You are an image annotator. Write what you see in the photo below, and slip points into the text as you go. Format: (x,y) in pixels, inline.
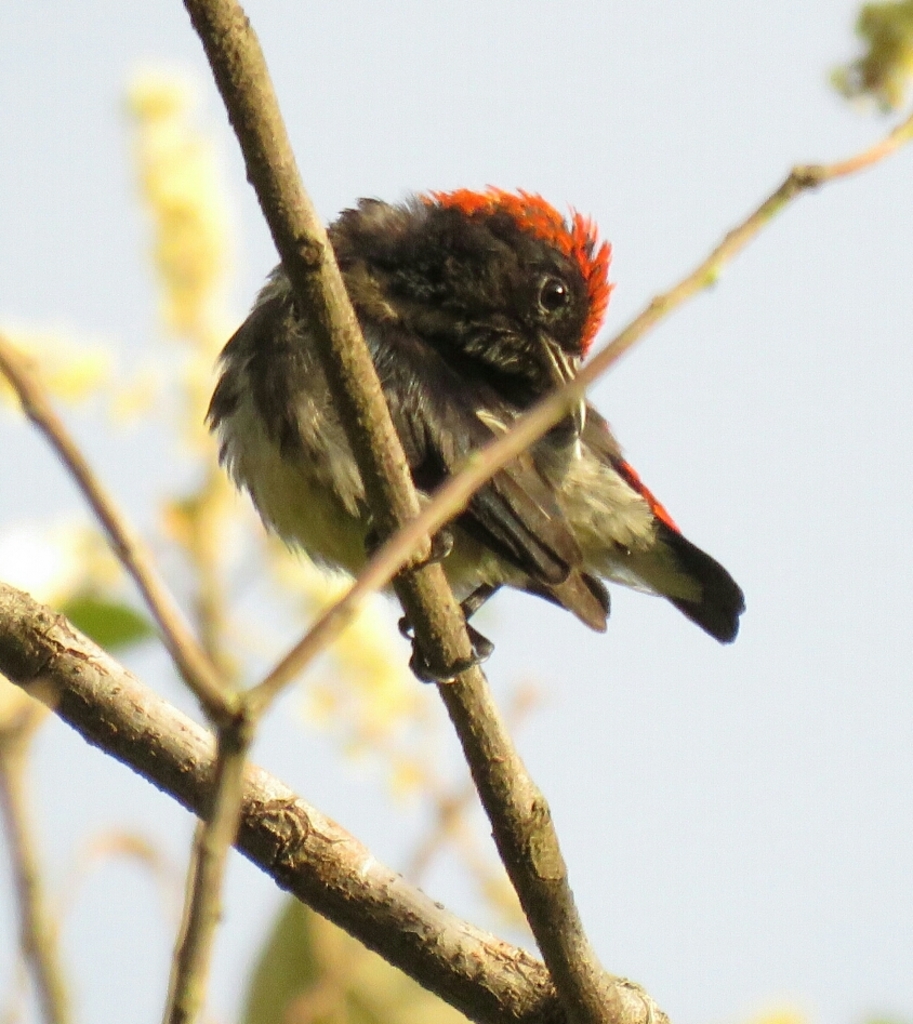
Here in this picture we can see a bird (435,492) present on a branch (544,997) of a tree (525,957) over there.
